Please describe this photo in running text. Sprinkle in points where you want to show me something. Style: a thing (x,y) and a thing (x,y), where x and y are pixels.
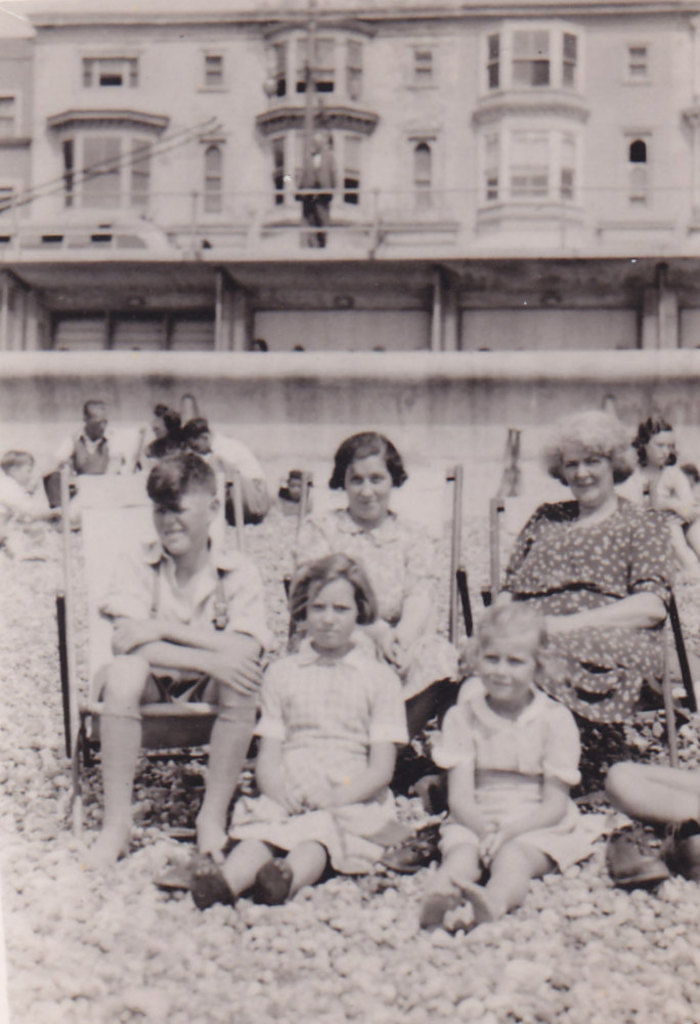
This is a black and white image. There are people (360,504) sitting on chairs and few people (371,619) sitting on ground (167,775). In the background of the image (292,312) there is a building (620,164). There is a wall (321,386).
